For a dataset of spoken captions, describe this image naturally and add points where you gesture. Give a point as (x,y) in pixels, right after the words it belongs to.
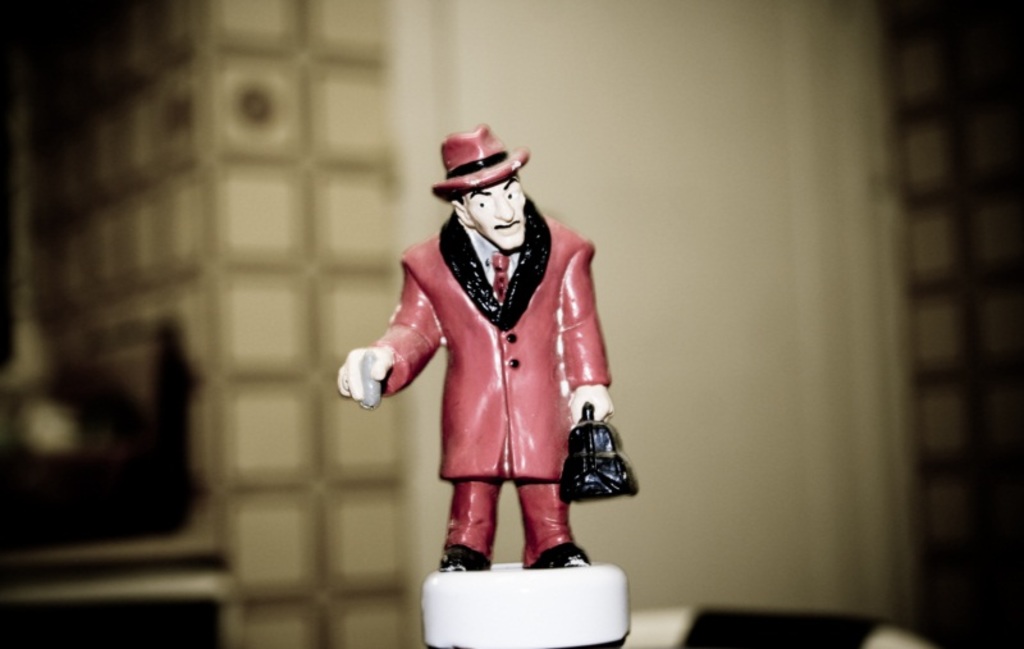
In this image I can see a statue (568,308) in the shape of a man (559,295), this person (505,360) wears a coat (512,398), trouser (491,481) and a hat (473,172).
